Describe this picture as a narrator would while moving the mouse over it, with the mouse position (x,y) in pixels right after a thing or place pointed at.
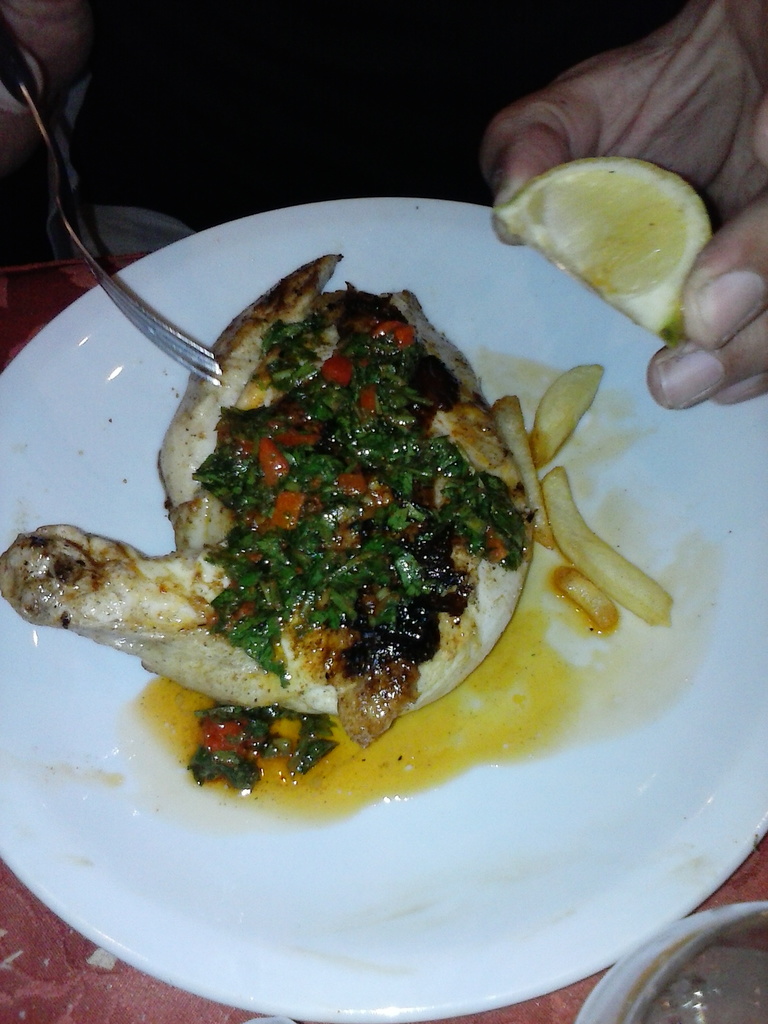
There is a white plate (350,858). On that there is a food item (270,539). Also a fork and person's hand (591,155) holding a piece of lemon (620,256) is visible.
